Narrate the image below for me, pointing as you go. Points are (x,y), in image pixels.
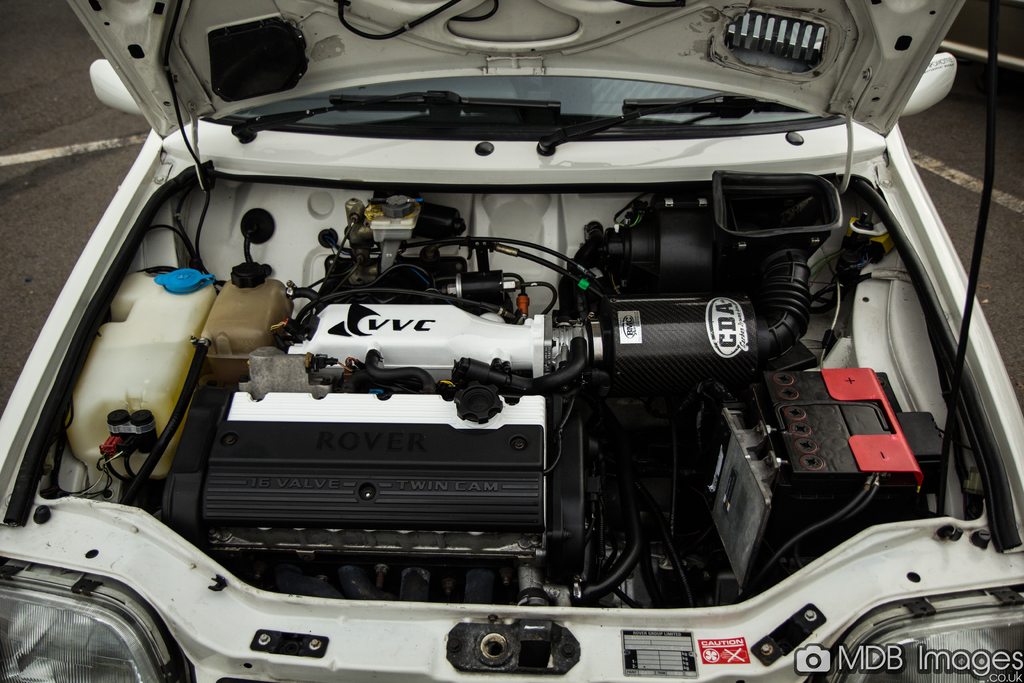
In this picture I can see a car bonnet (574,23) is opened and I can see text (841,669) at the bottom right corner of the picture (1005,668) and I can see engine (331,452) of the car (336,337).
